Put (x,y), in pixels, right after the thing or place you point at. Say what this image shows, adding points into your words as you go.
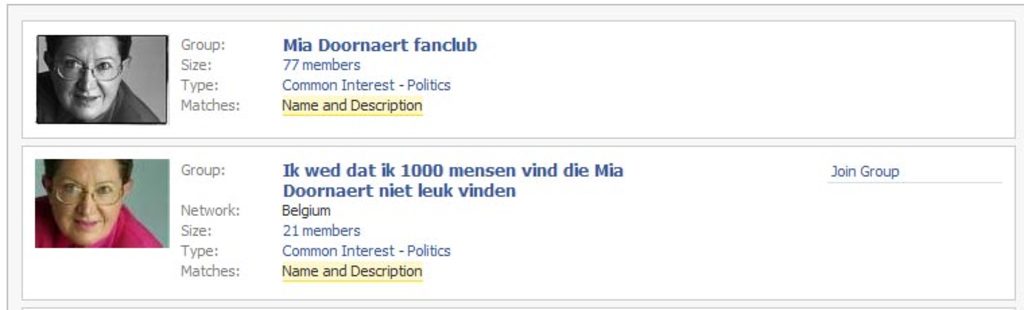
In this image we can see a monitor screen (344,161) on which we can see two photos (85,100) and some text (330,210) written on it.
